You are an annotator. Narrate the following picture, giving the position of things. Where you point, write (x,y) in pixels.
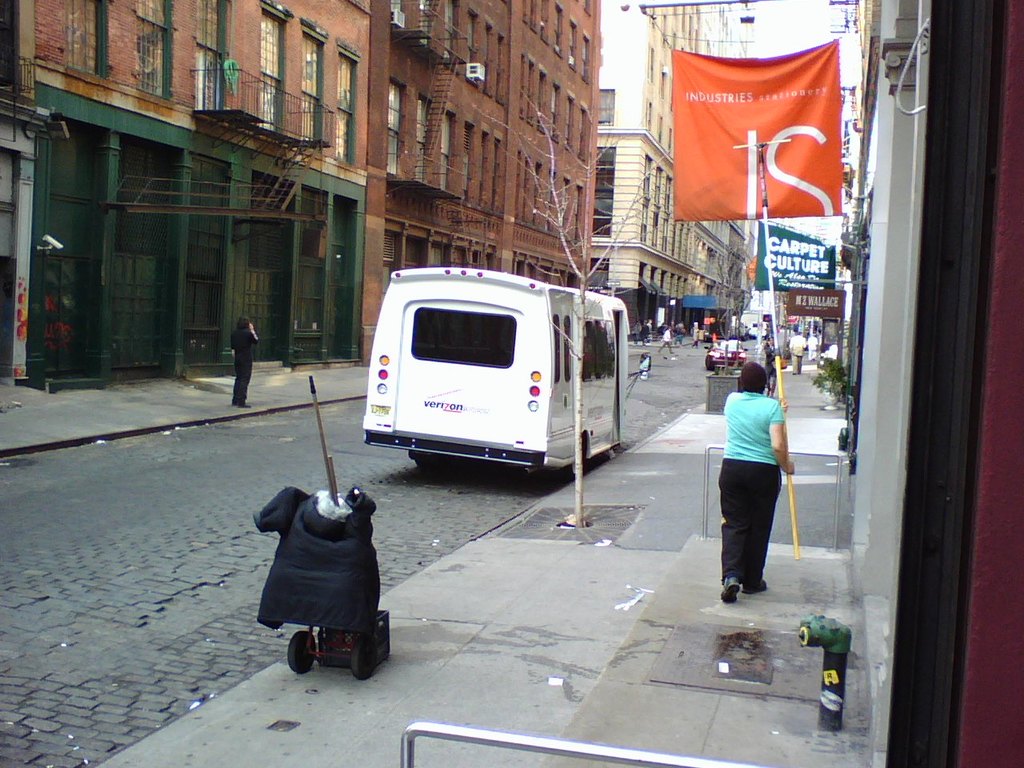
Right side of the image (779,409) there is a person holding a stick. Few persons (770,377) are walking on the pavement (554,606) having few trees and plants (825,387). There is a trolley (334,655) covered with a cloth (317,596). Few vehicles (462,431) are on the road (650,349). Few persons (639,325) are walking on the road (663,351). Few banners (746,170) are hanging. Left side (238,337) a person (243,387) is standing on the pavement (204,394). Background (268,330) there are few buildings (0,127).
